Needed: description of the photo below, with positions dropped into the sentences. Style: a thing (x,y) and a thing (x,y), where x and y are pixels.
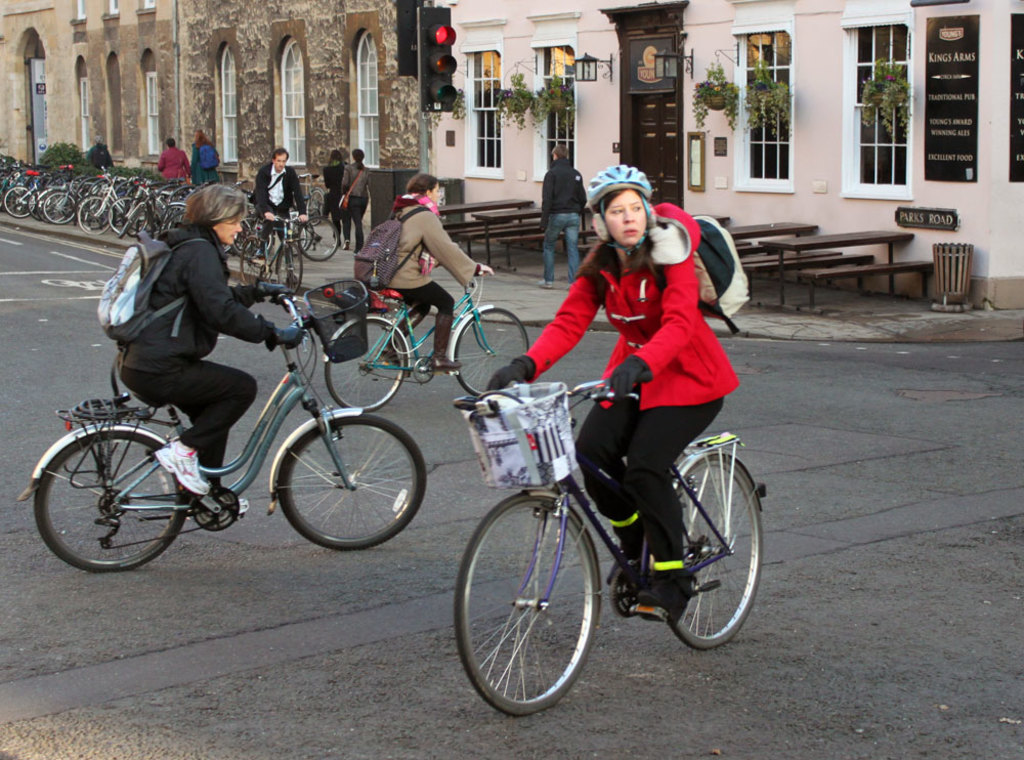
There are three women (210,312) cycling a bicycle (413,331). Two of them on the same direction and the one is in opposite direction. In the background (146,202) there are some cycles (75,189) parked there. We can see a signal light pole (429,49) and a building (310,37) in the background (439,116).
